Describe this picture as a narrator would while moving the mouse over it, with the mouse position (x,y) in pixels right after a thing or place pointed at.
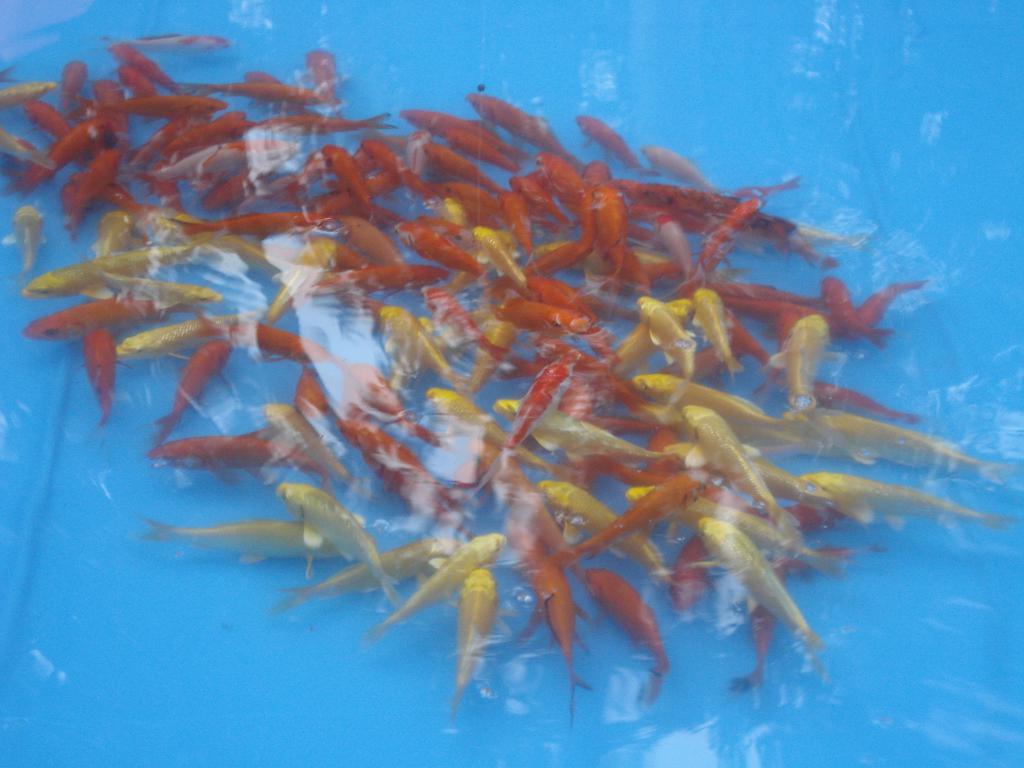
In this image I can see number of fishes (586,443) which are orange, yellow and gold in color in the water (658,525) and I can see the blue colored background (220,652).
